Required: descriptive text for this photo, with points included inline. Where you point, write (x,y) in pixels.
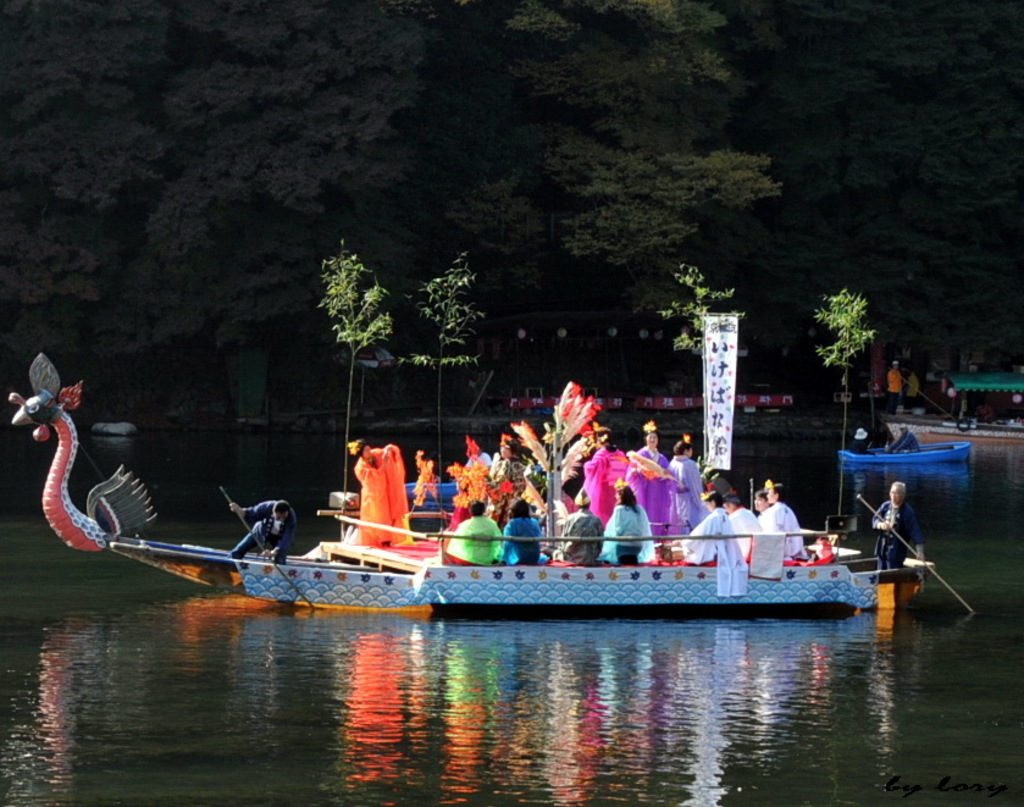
At the bottom of the image (15,720) we can see water (184,797), above the water (184,797) there are some boats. In the boats (1014,433) few people (889,506) are sitting and standing and there are some banners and trees (819,352). At the top of the image (377,18) there are some trees (118,97).
